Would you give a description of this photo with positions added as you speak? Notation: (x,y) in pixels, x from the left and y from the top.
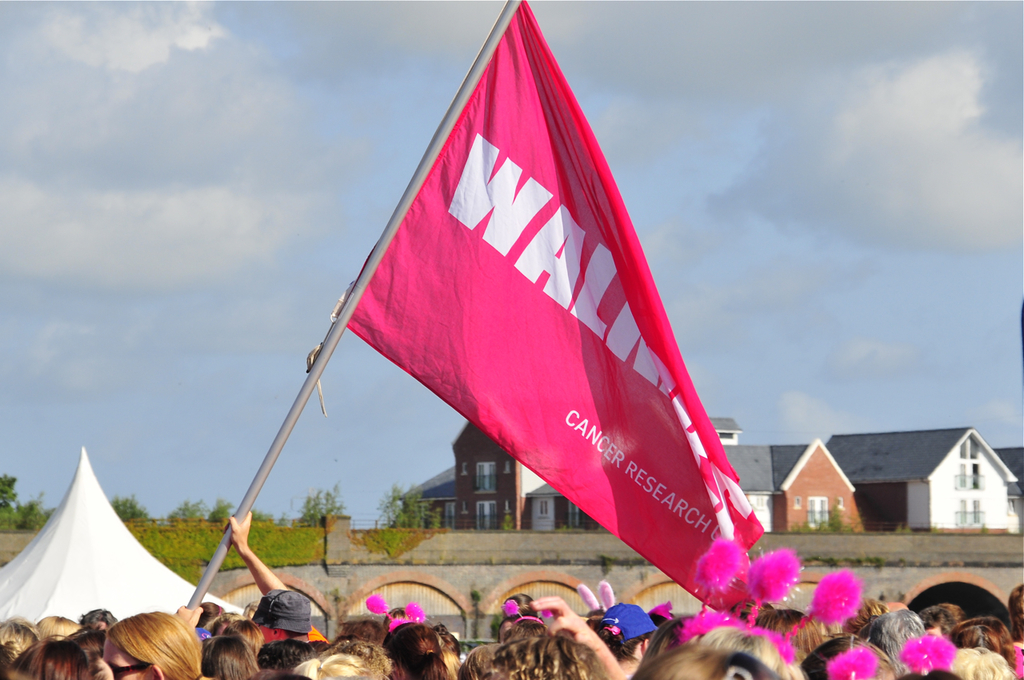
In this picture there are group of people (256,573) those who are standing at the bottom side of the image (1004,673), by holding a flag (430,279) in their hands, there is a tent (141,599) on the left side of the image (152,588) and there are houses (945,463) and plants (208,512) in the background area of the image (192,532).
